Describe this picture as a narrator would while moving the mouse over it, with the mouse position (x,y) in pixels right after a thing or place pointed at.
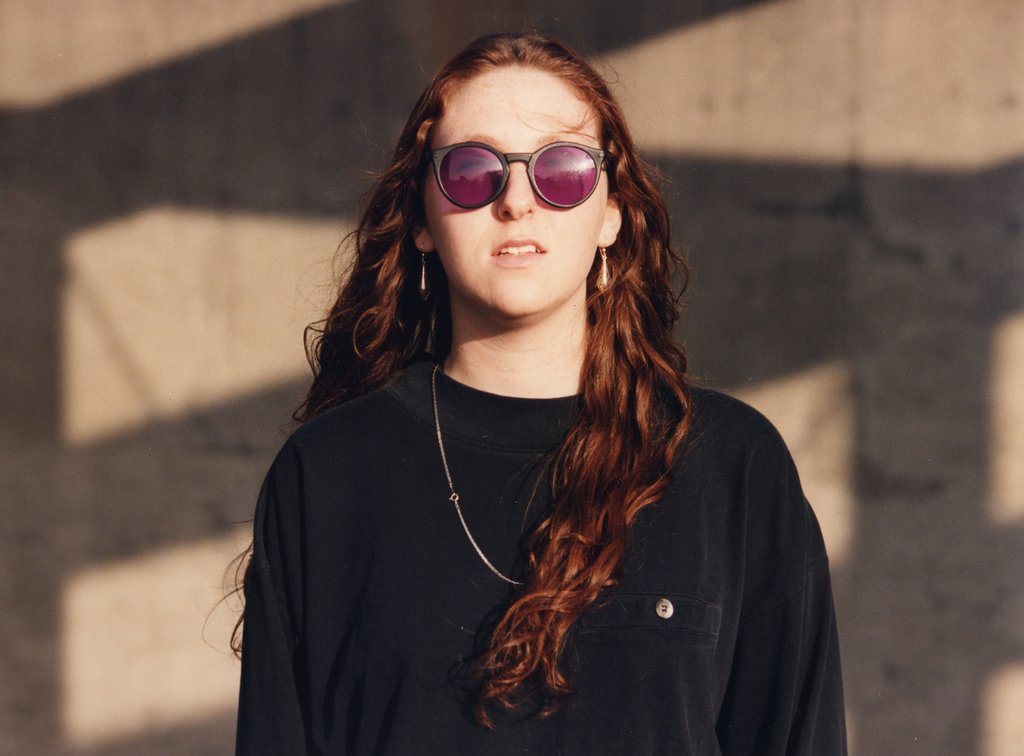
Here in this picture we can see a woman (367,486) in a black colored t shirt (364,598) present over there and we can say she is wearing goggles (546,173) on her face (522,216) behind her we can see shadows (215,85) on the wall (324,160) present over there.
